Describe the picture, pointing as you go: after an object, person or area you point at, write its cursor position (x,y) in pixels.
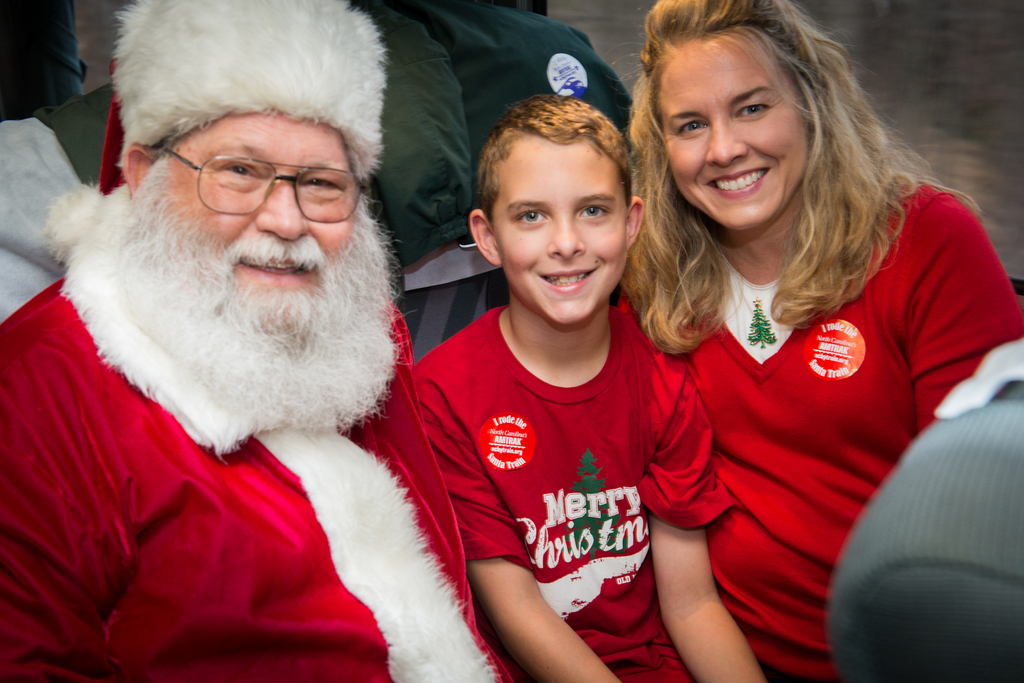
In this image there is a person (272,394) wearing spectacles (268,193) and a cap (163,70). Beside him there is a boy (552,462). Right side (815,306) there is a woman (726,320). There are people (307,215) sitting on the bench (503,297).
